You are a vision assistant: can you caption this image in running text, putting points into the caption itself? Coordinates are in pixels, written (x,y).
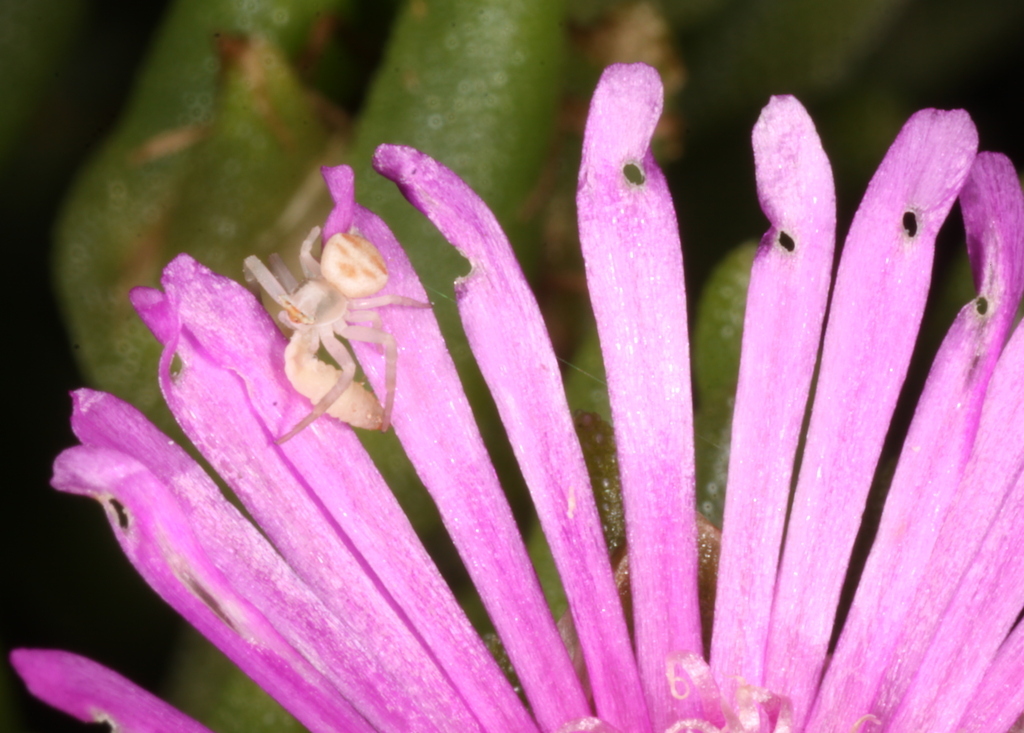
In this image in front (343,269) there is an insect (331,398) on the flower (463,545). In the background of the image (474,113) there are leaves (510,24).
